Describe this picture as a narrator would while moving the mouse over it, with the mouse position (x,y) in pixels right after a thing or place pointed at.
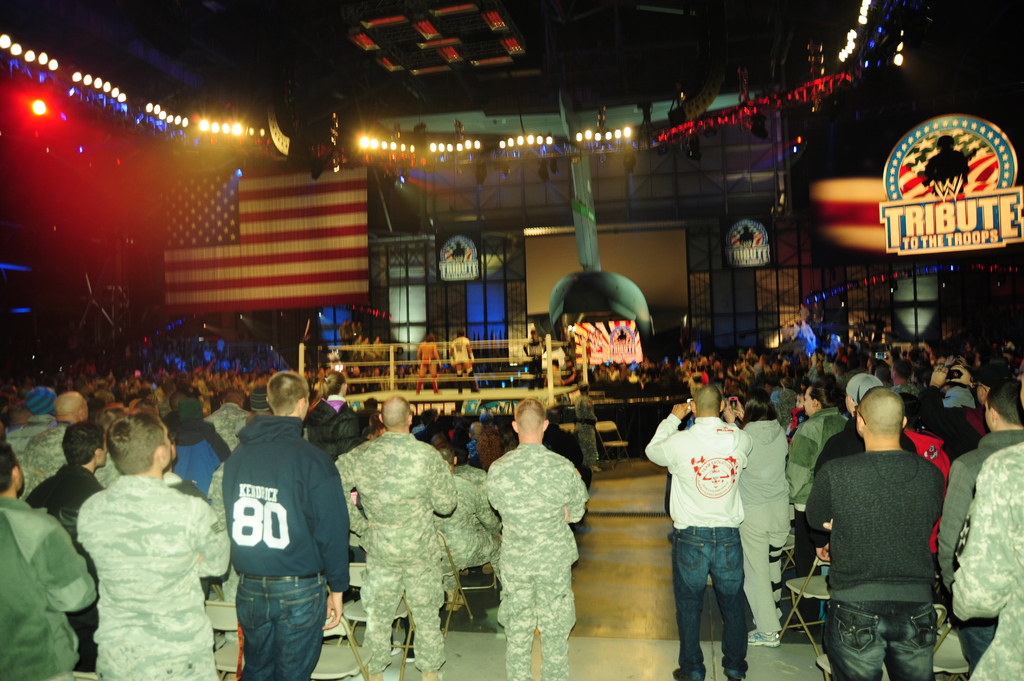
In this picture we can see the lights (384,24), flag (364,228), boards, floor (645,604), chairs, ropes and few objects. We can see the people (848,608). Among them few people (618,376) are standing and few are sitting on the chairs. We can see the people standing on a platform (540,392).
